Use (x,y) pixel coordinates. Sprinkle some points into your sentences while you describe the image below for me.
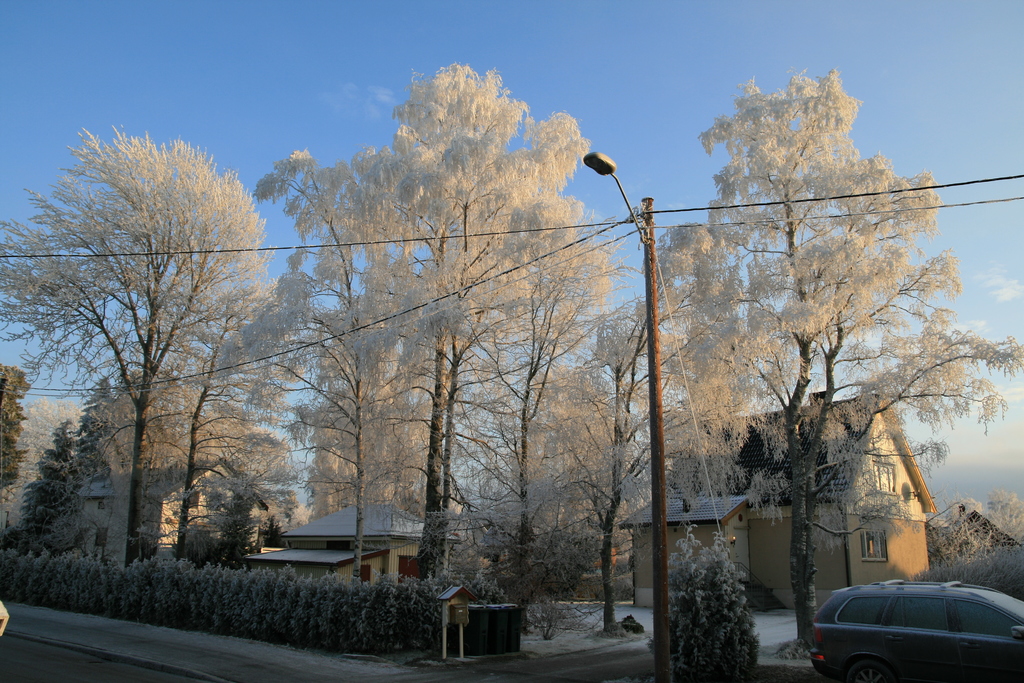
In this image I can see a car (846,673) on the road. Background (136,355) I can see few dried trees (258,357), a light pole (651,297) and sky (551,109) in blue color.
